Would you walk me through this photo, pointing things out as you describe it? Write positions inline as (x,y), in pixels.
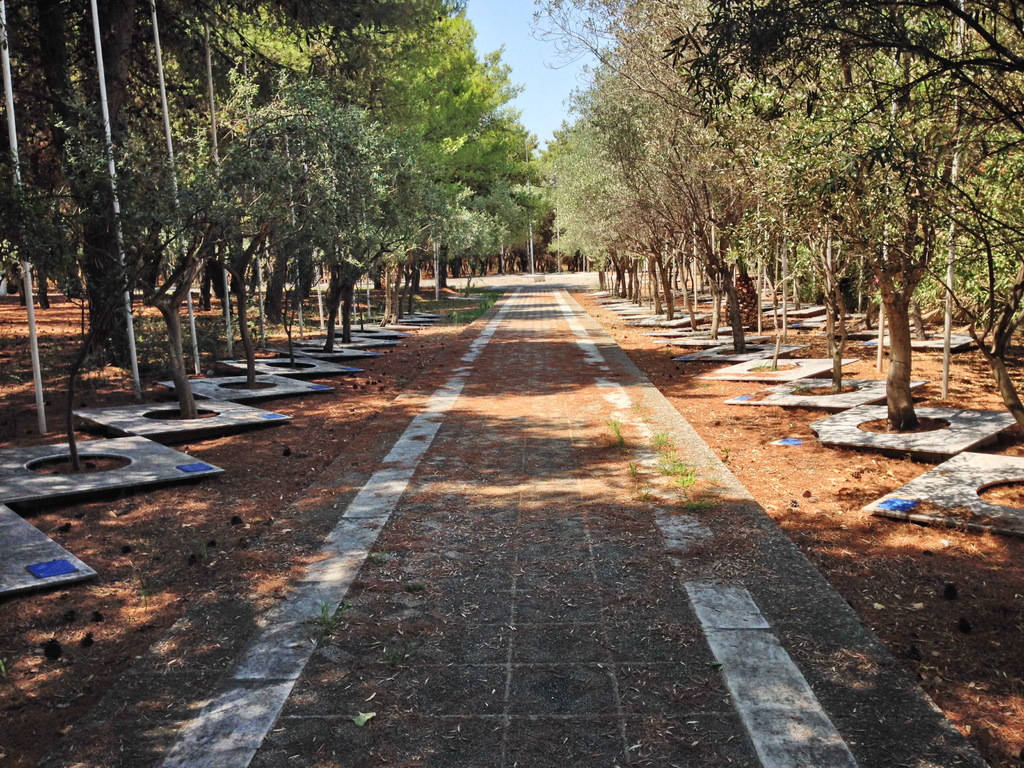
In this image we can see trees (778,341), poles (322,318), also we can see the sky (546,85).
